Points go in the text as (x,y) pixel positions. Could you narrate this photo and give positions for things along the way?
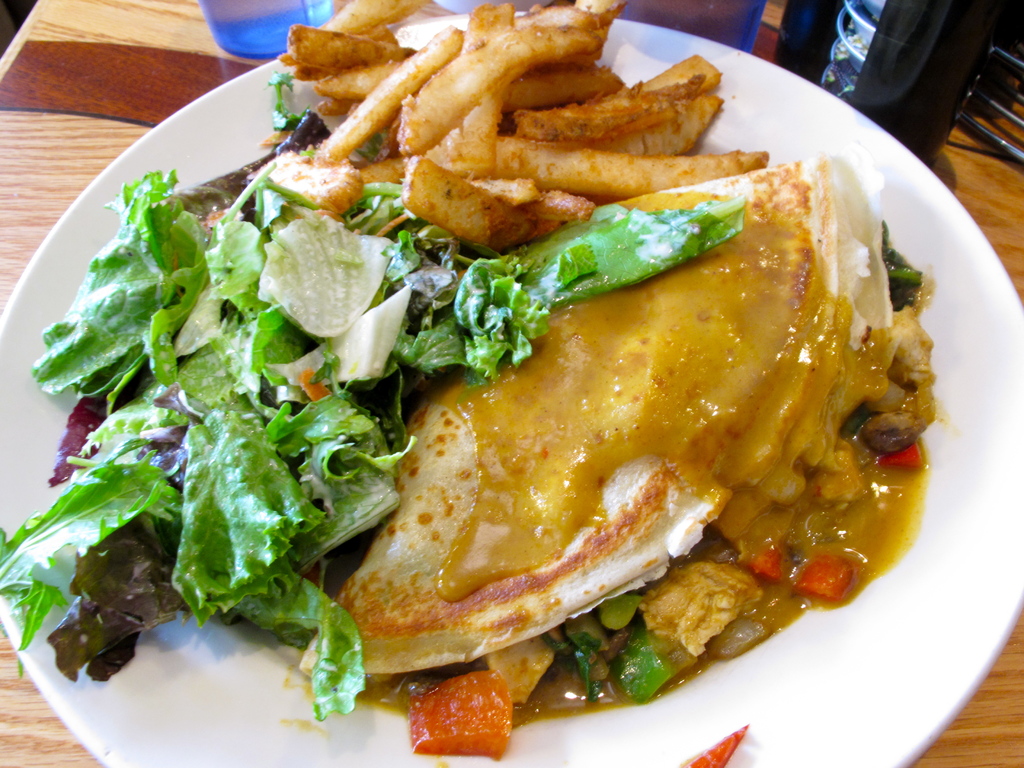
In this image, we can see some eatable things (514,341), items (338,364), green vegetables (286,501) are there on the white plate (125,753). This white plate (799,624) is placed on a wooden surface (91,105). Top of the image (223,14), we can see few objects (681,19).
